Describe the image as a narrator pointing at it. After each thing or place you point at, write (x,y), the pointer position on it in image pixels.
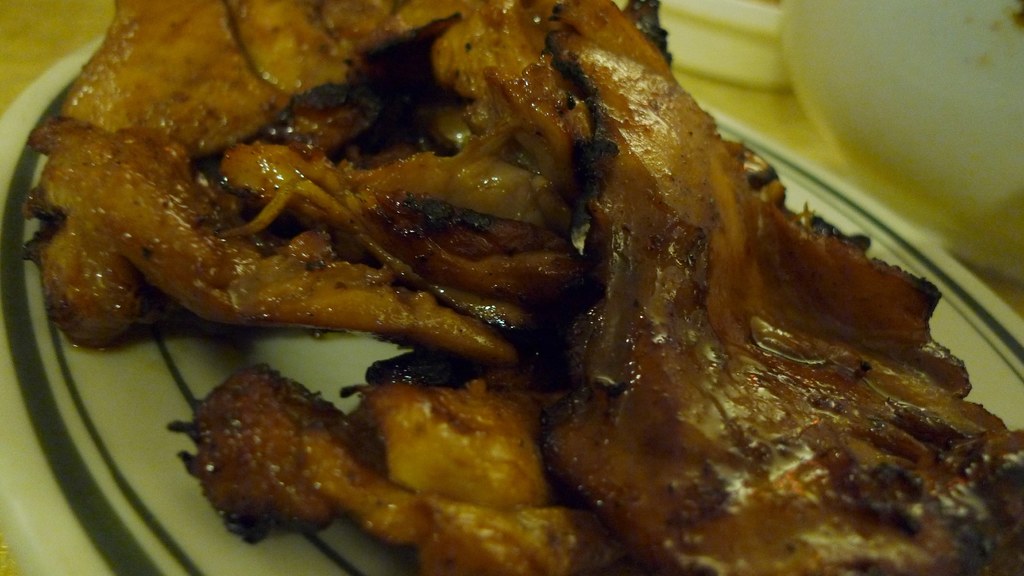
In this picture we can see a plate (105,498), there is some food (530,447) present in the plate (145,488).
